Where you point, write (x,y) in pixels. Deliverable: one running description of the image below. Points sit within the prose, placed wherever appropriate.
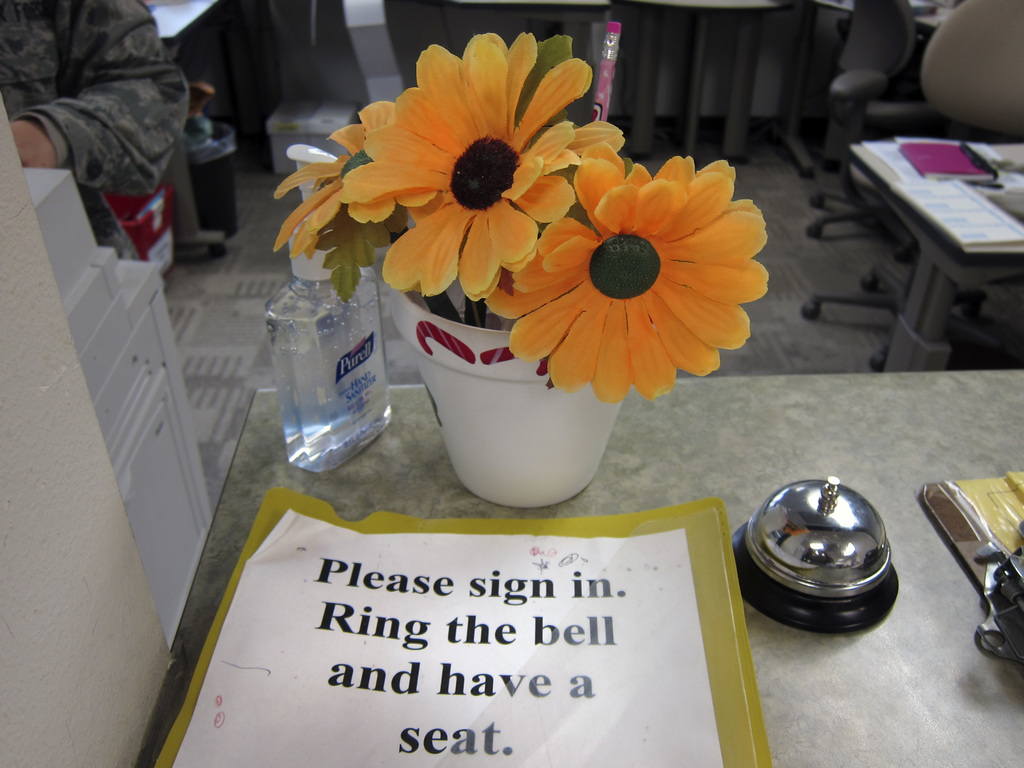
On the table (825,406) there is a flower pot (448,324), sanitize bottle (337,317), a bell (817,585) and a exam pad (993,566) on it. And to the right top corner (984,68) there is a chair (958,101). And to the left top corner (109,164) there is a man (113,98) standing. And also there is a printer (145,346).
